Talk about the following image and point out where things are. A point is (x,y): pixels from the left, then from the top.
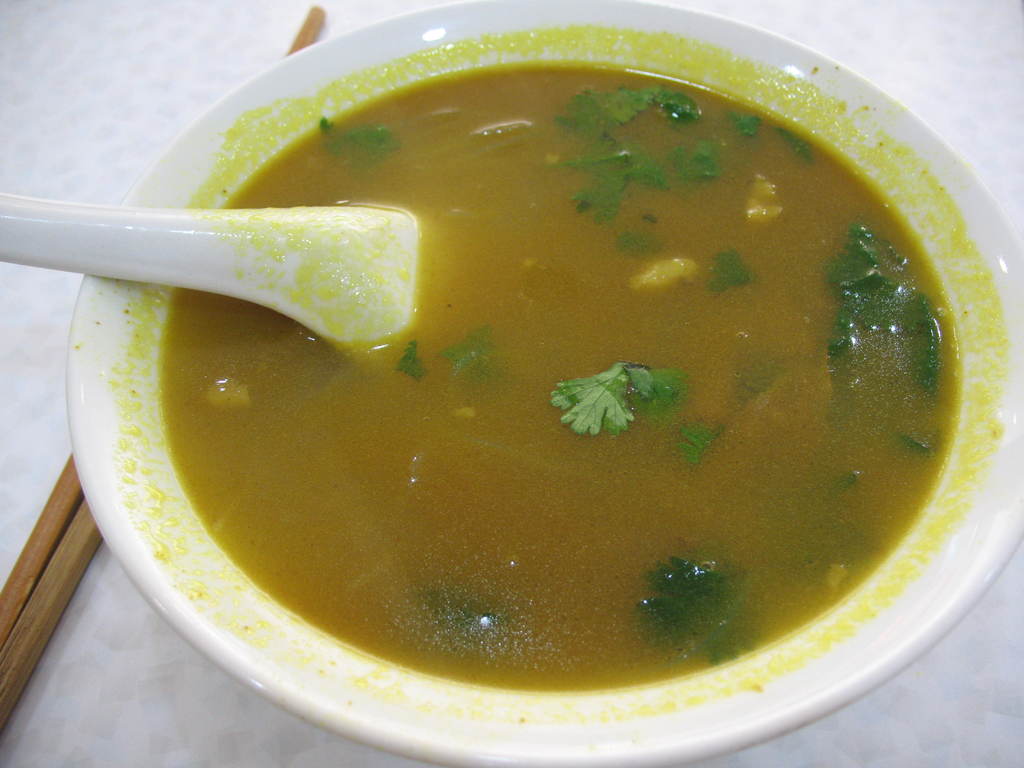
In the center of the image (655,373), we can see soup (488,291) and a spoon (403,266) in the bowl (344,108) and in the background (95,112), there are sticks (37,595) on the table (62,651).
